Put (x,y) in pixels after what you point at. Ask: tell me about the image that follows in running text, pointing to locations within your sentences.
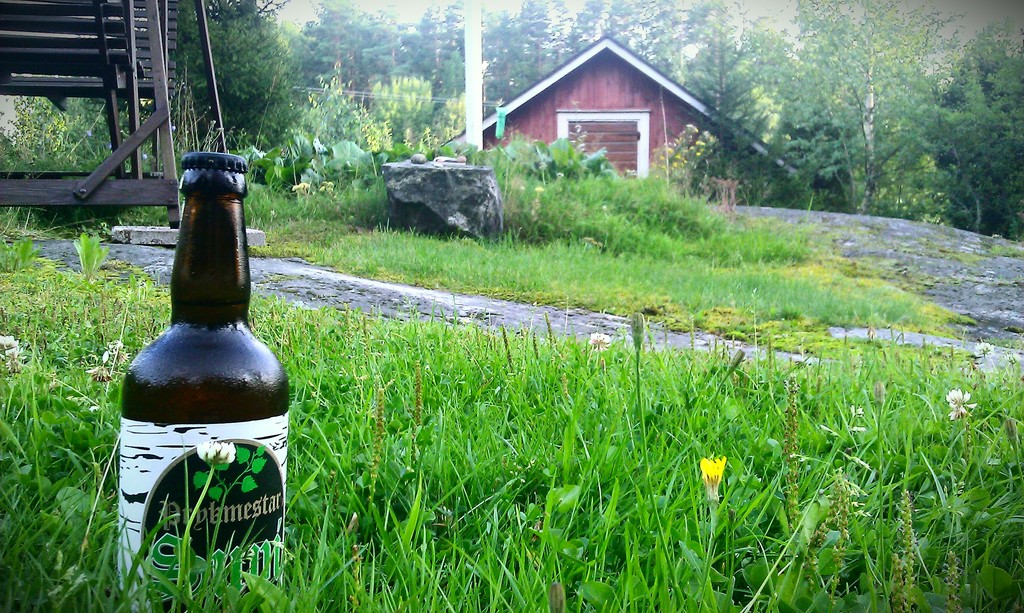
In the image we can see there is a beer bottle (204,431) which is kept on the grass (497,481). On the back (611,71) there is a house (631,90) and behind the house (626,61) there are lot of trees (350,56).
